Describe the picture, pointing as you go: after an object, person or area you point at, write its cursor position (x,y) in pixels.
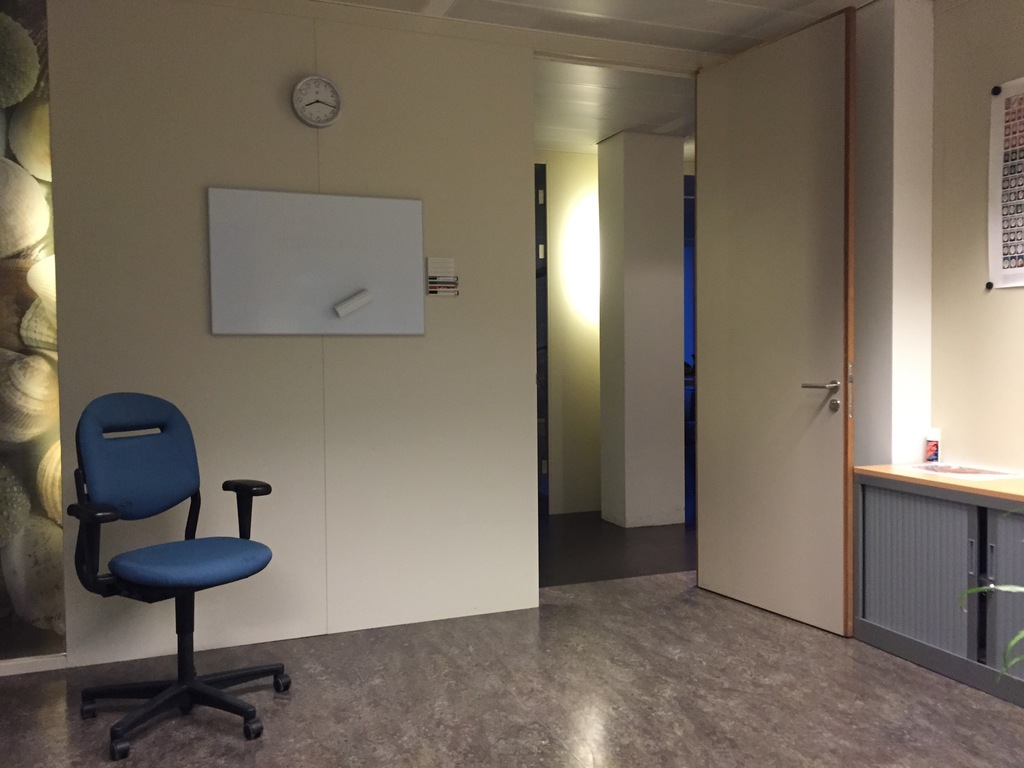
On the left side of the image (123,459) we can see curtain (14,427) and a chair (180,664). In the middle of the image (415,268) we can see a board (367,320), marker (439,293) and clock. On the right side of the image (827,405) we can see a door (840,560) and cupboard (902,599).
